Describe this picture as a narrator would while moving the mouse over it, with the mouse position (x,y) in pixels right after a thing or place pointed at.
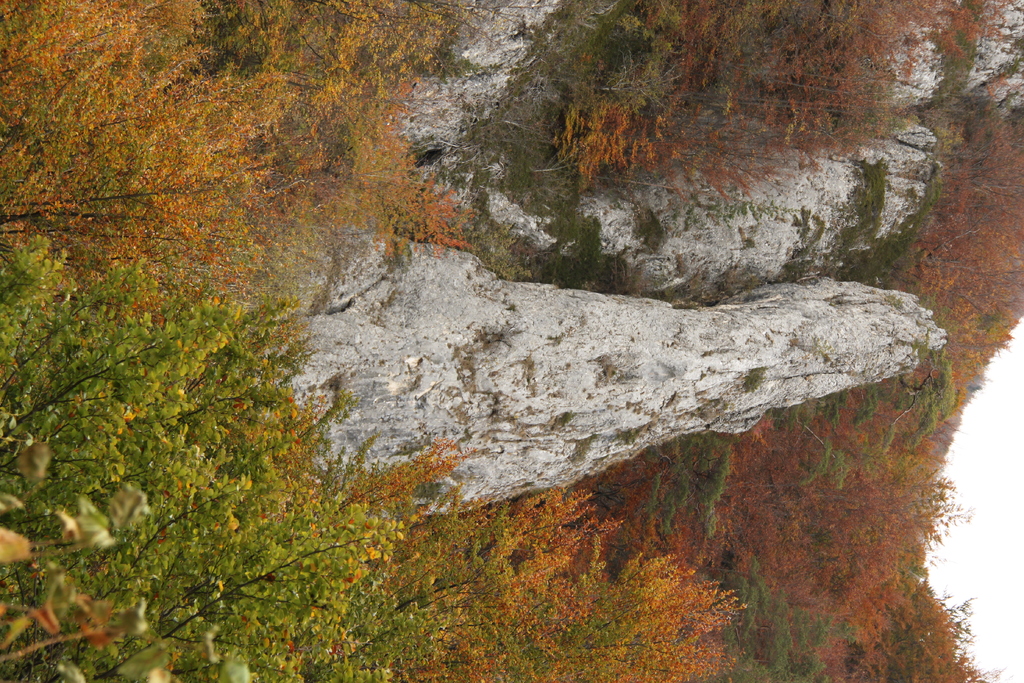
In this picture we can see plants (345,188), trees (895,460) and mountains (745,372).
